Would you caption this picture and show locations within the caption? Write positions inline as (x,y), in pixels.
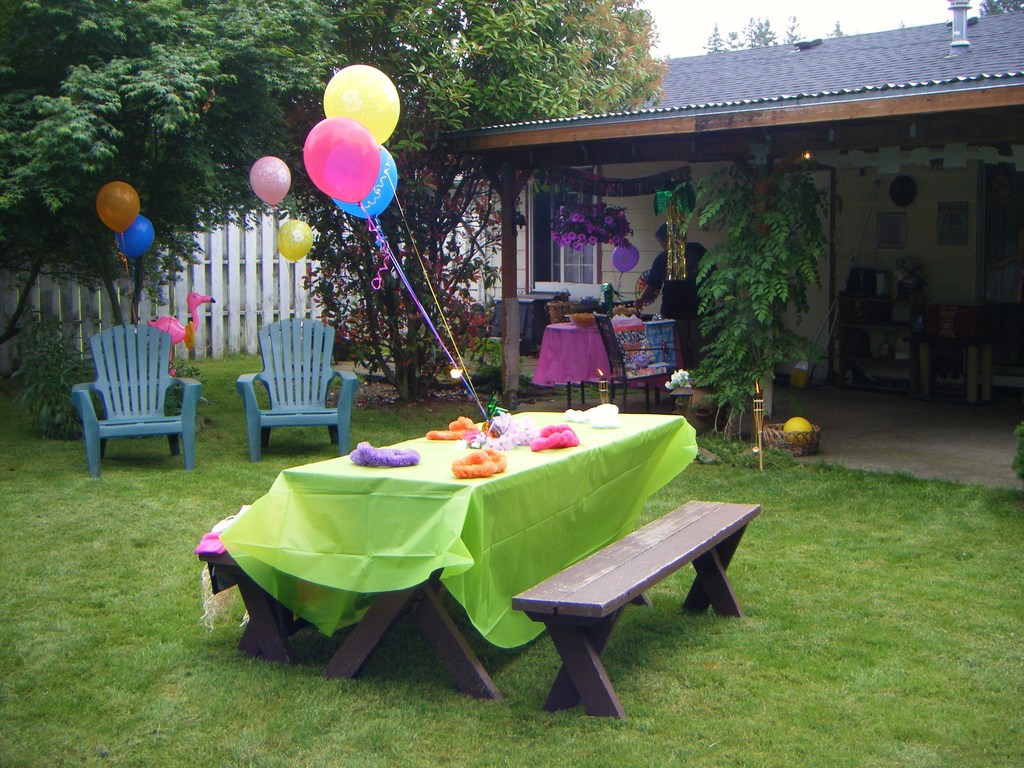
As we can see in the image there are trees (637,31), roof (985,75), house (918,246), lamp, chairs (313,360) and tables (454,475). On table (486,424) there are balloons (379,182).
